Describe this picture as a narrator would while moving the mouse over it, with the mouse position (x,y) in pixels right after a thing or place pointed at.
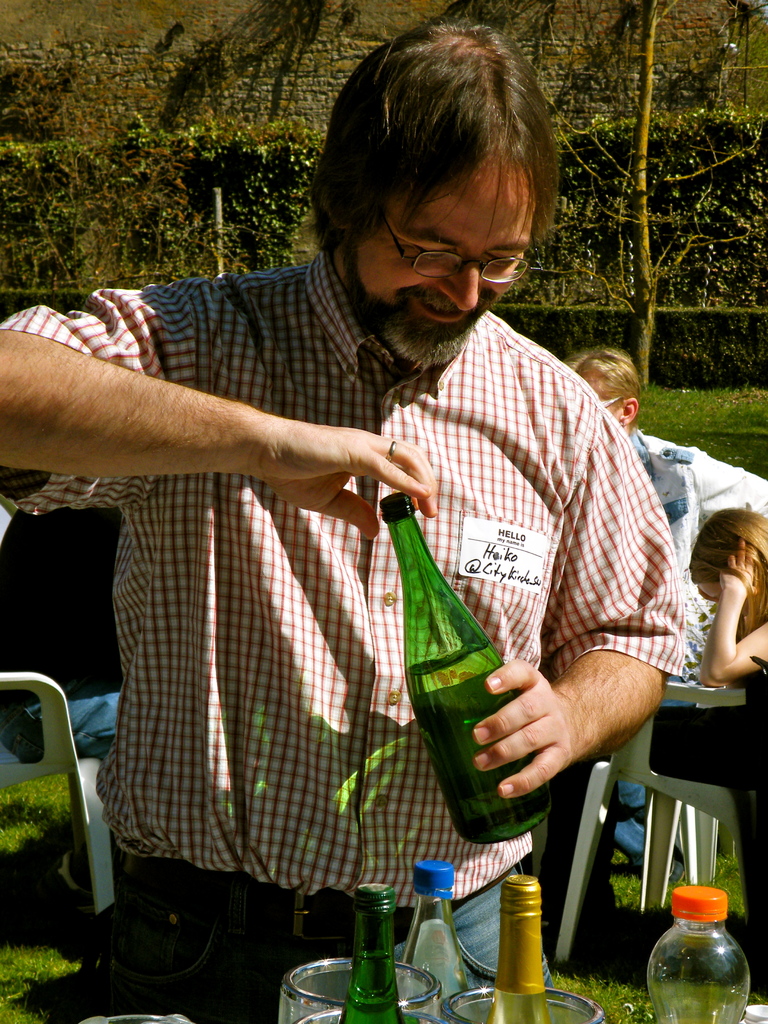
In this image the man (397,681) is holding the bottle (449,759). There are chairs (644,864) in the garden (644,920). At the back side (657,205) there are trees (642,184).
